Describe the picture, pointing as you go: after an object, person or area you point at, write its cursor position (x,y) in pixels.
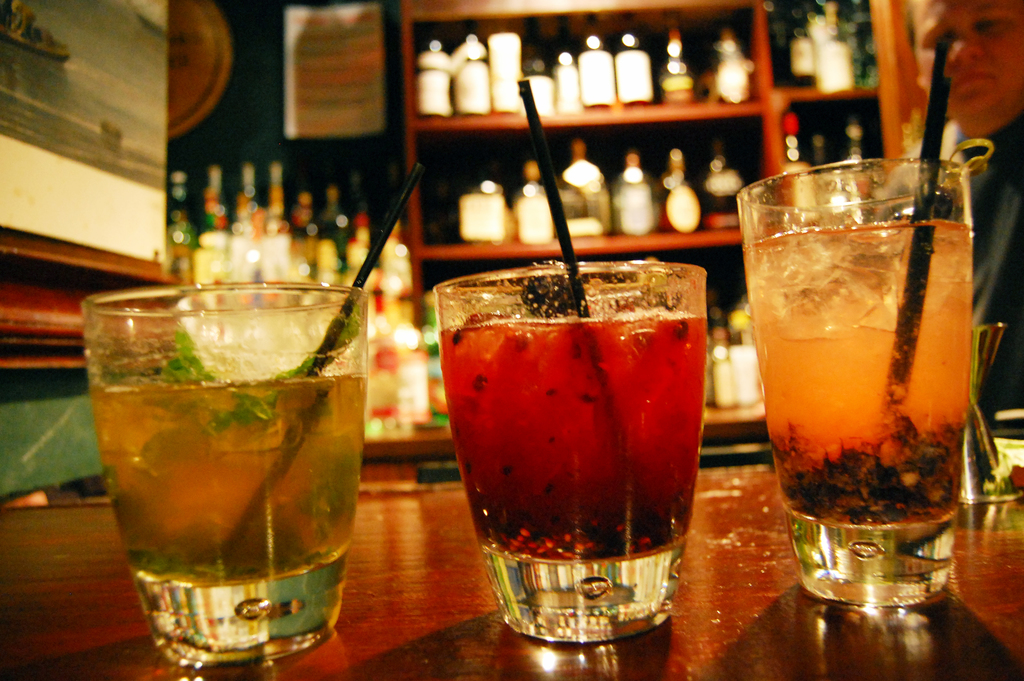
In this picture I can observe three glasses (509,417) with some drinks (120,415) in them. These glasses (481,496) are placed on the brown color table (440,608). In the background (440,160) I can observe a shelf (446,179) in which some bottles (442,94) are placed.
